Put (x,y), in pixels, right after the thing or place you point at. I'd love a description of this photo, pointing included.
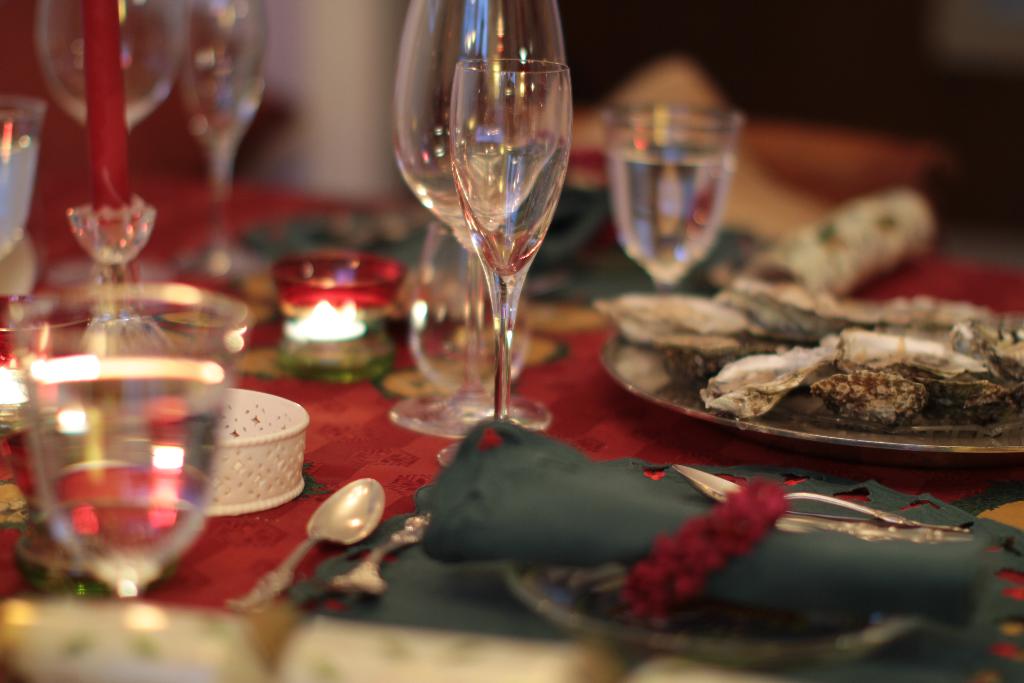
In the picture there are table (764,461) on the table (589,416) there are different items (433,380) such as glasses (504,123) plates (893,451) spoons (367,517) knives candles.
